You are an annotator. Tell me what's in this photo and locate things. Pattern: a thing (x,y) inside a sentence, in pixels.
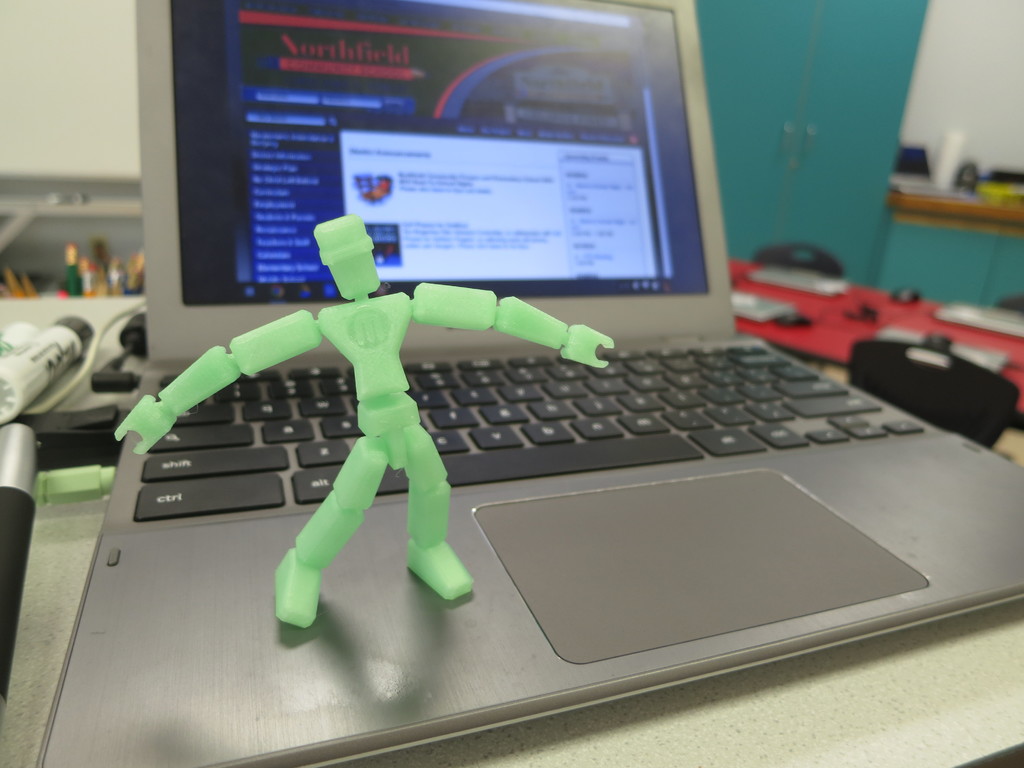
Here in this picture we can see a laptop (611,416) present on a table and in the front (399,404) we can see a toy (405,374) also present and beside that we can see some things (35,363) present on the table (11,732) and we can also see a cup board (793,14) present in the far.
